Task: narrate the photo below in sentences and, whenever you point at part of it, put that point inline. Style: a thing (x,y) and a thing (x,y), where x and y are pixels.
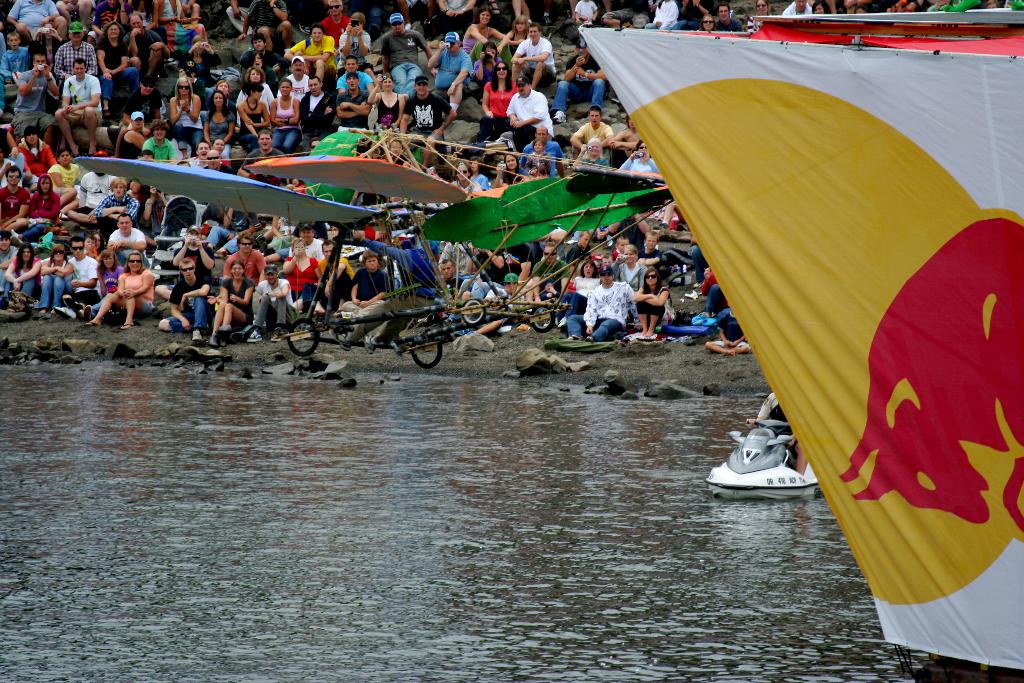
In the picture I can see a group of people (601,254) are sitting on the ground (581,359). I can also see a jet ski (811,493) on the water (643,535) and some other objects (970,232).
